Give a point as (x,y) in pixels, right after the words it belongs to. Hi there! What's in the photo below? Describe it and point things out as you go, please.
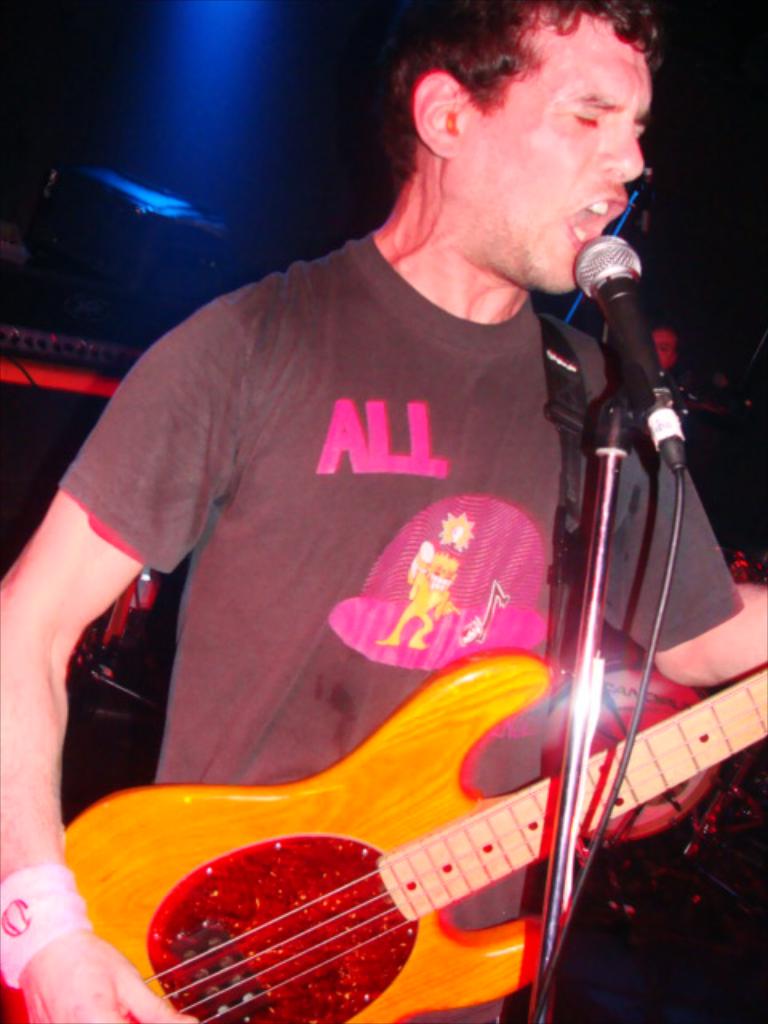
In this picture there is a person (682,679) who is at the center of the image (273,513), singing in the mic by holding a guitar (234,999) in his hands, there is a spotlight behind the person (193,345).
